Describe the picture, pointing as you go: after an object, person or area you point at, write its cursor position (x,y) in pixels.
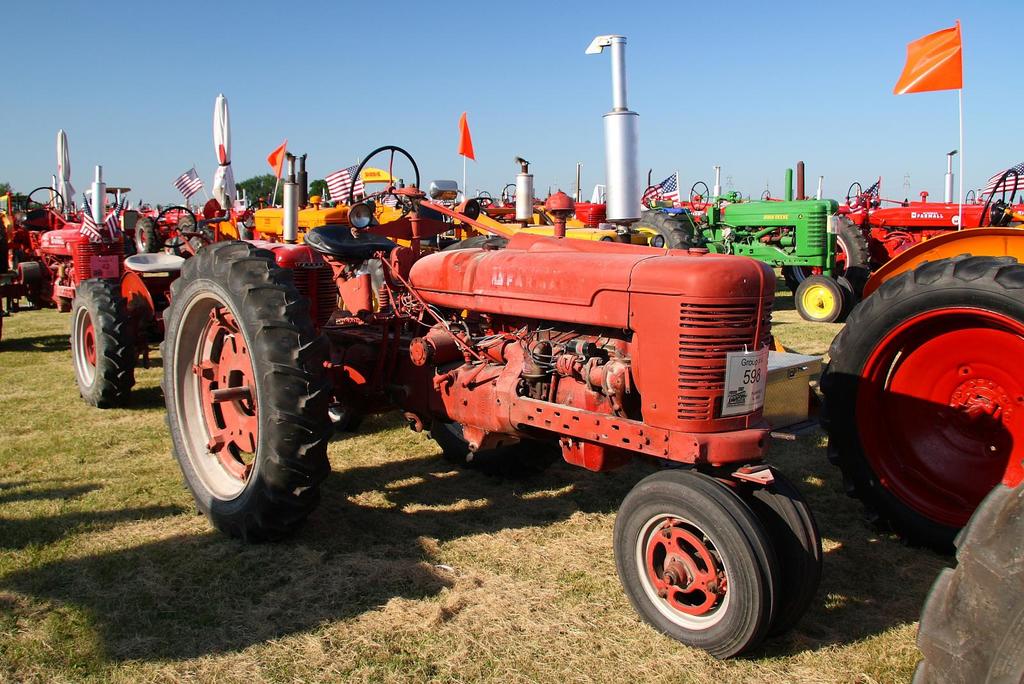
Here in this picture we can see number of tractors (407,375), of different colors placed on the ground (79,440), which is fully covered with grass (143,537) over there and we can see flag posts (116,219) and umbrellas (63,185) here and there and in the far we can see trees (260,192) present here and there.
